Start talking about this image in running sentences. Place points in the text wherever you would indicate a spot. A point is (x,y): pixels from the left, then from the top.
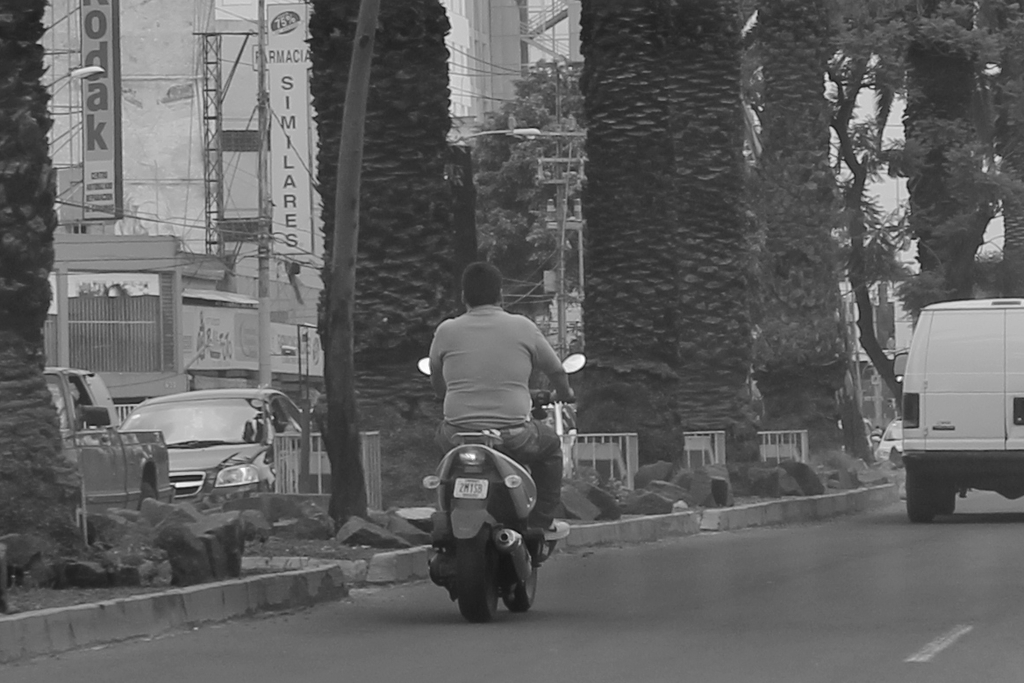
In this image the person (542,445) is riding the bike (502,489) and one vehicle (929,493) is going on and beside the person (539,512) there are some trees (708,227).
